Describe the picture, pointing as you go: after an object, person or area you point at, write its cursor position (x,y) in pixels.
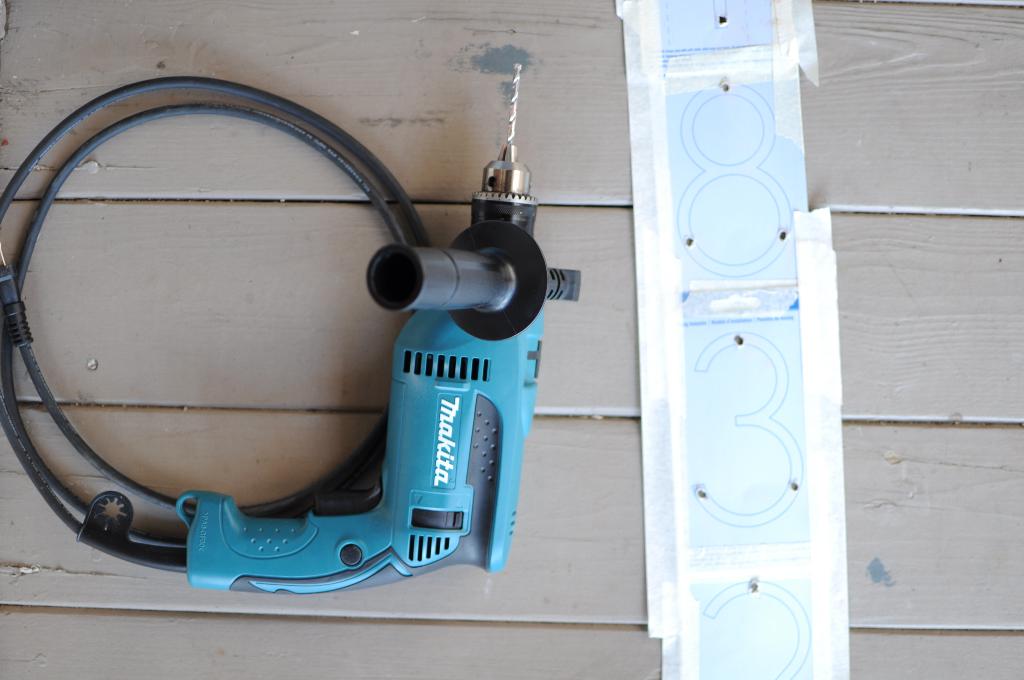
There is a drilling machine (540,312) and an object (734,287) on the wooden plank (631,278) in the foreground area of the image (660,321).
